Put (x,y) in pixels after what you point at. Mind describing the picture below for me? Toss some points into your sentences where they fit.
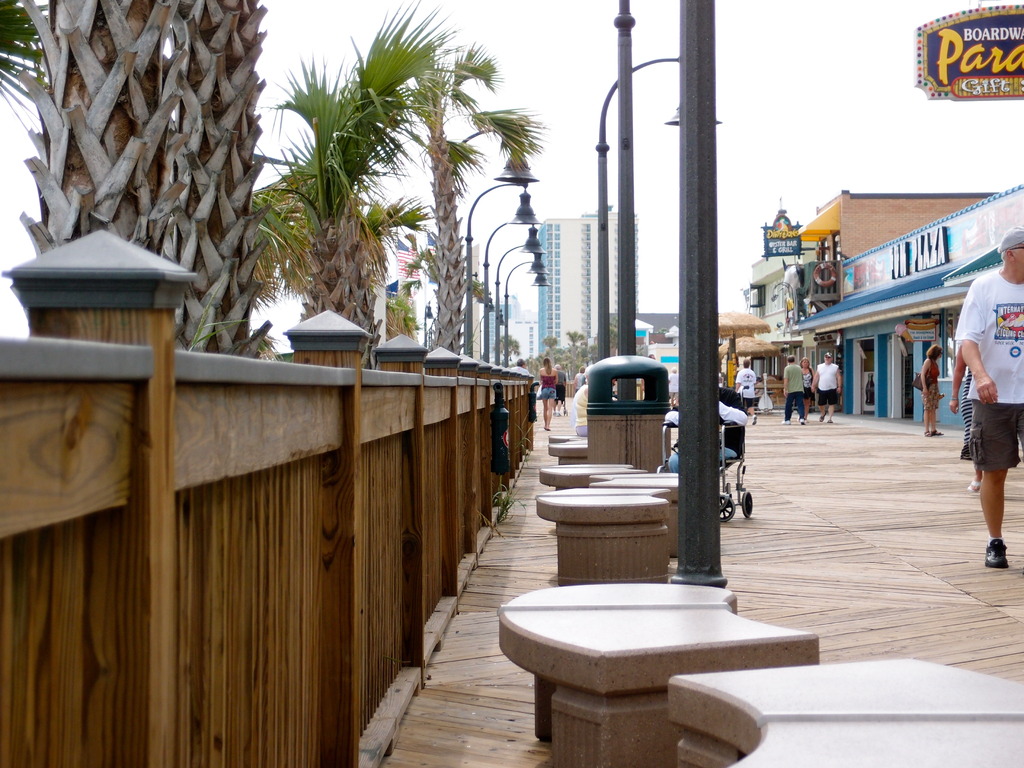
In this image we can see few people (976,345). There are few stores (846,358) in the image. There are few advertising boards (857,287) in the image. We can see the sky (764,112) in the image. There are few trees (299,262) at the left side of the image (299,262). There are few sitting objects (624,616) in the image.
